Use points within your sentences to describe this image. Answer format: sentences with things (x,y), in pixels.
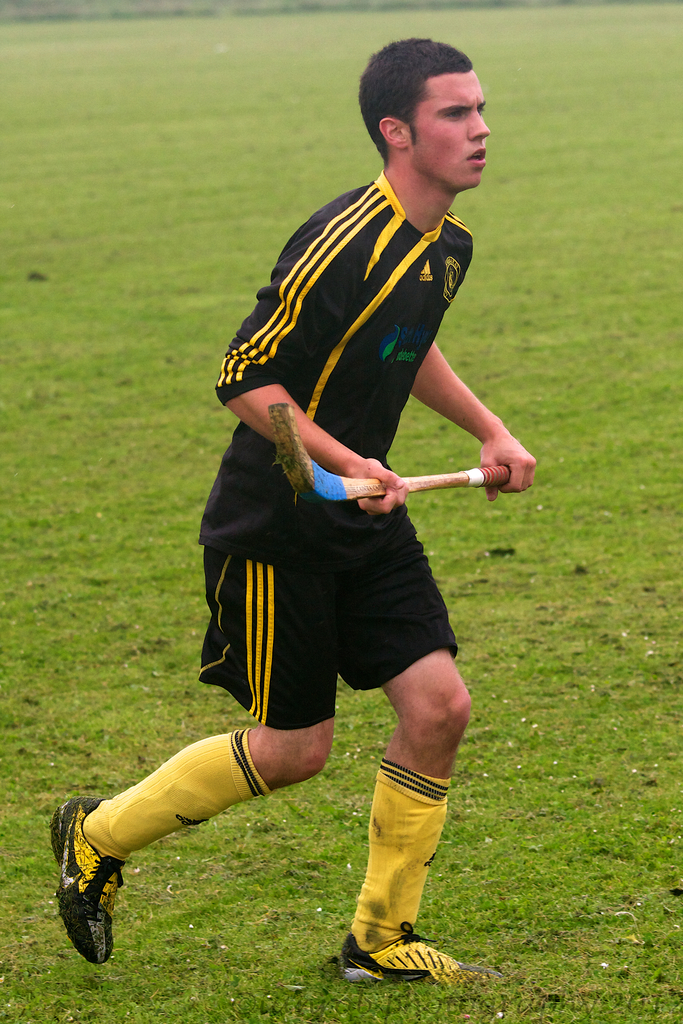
In the center of the image (353,400) there is a person (240,767) standing on the ground (479,877) and holding bat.
